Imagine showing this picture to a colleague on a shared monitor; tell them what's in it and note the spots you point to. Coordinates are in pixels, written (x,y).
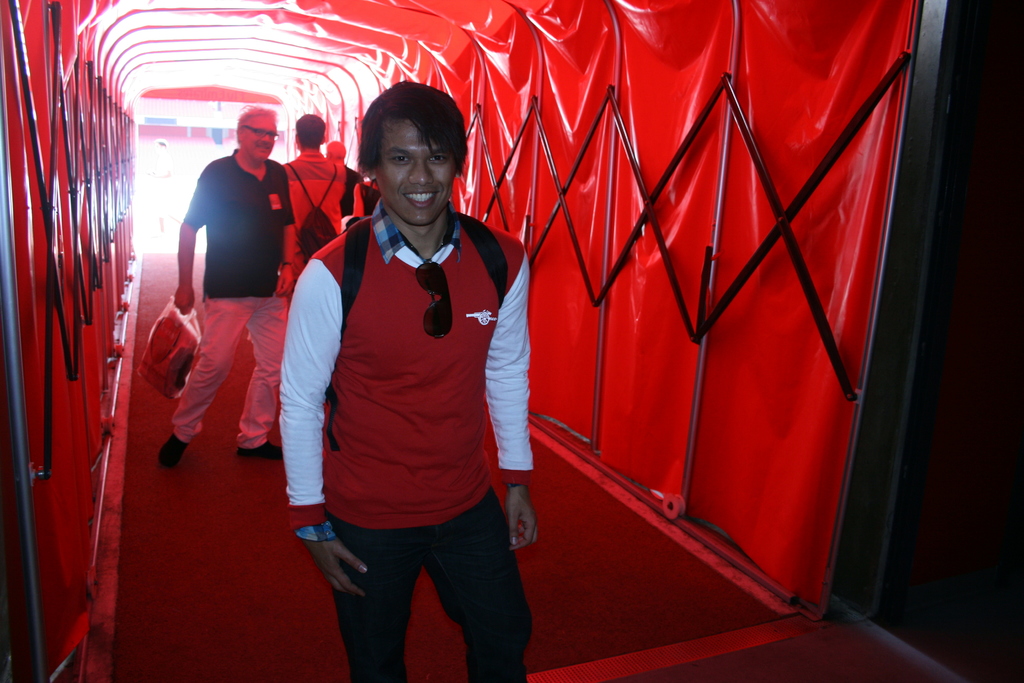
In this picture we can see a group of people (267,276) on the walkway (246,565). On the left (11,27) and right side of the people (378,237) there are iron grilles (89,255) and an object (673,60).
